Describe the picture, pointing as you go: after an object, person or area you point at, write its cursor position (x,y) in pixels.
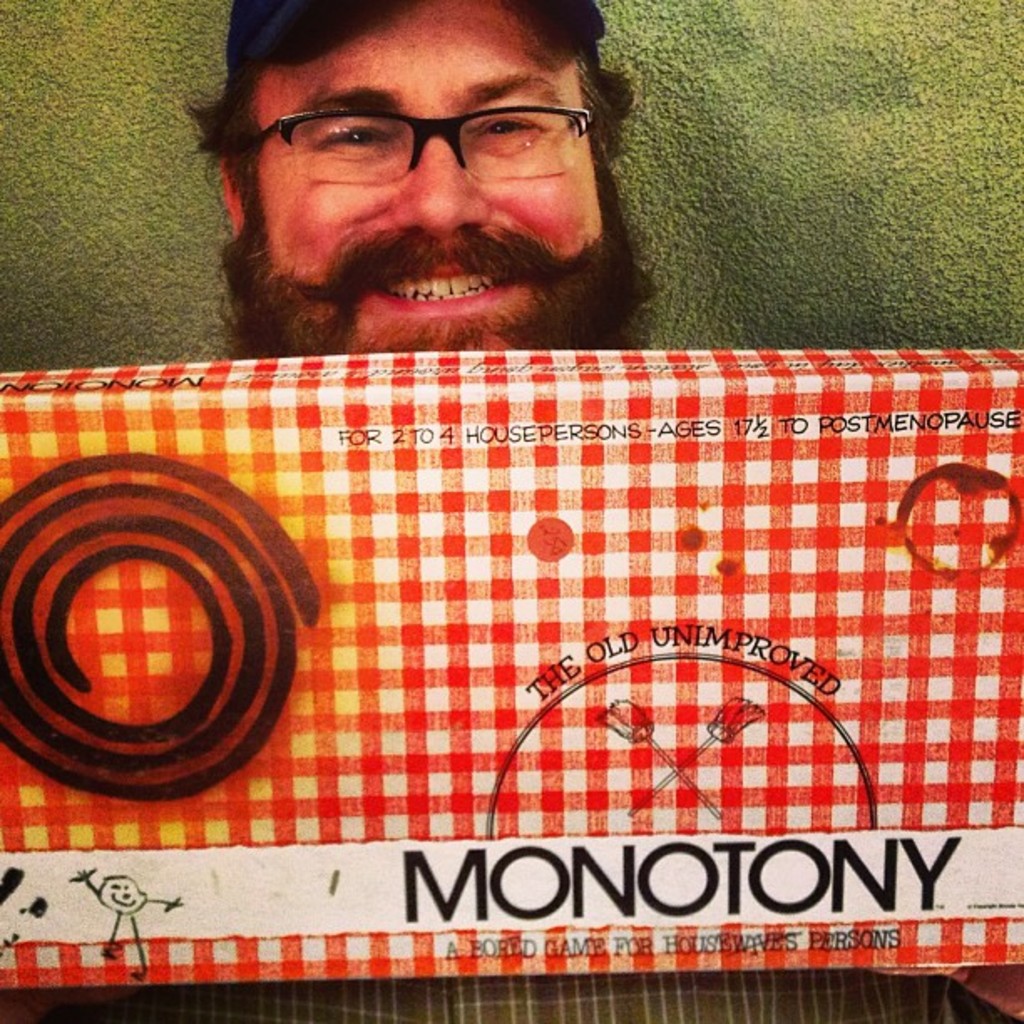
In this picture we can see a man (594,1013) holding an object (325,486) and the object (235,629) looks like a box (252,624). On the box (252,624) it is written something. Behind the man (491,236) there is a wall (144,115).
